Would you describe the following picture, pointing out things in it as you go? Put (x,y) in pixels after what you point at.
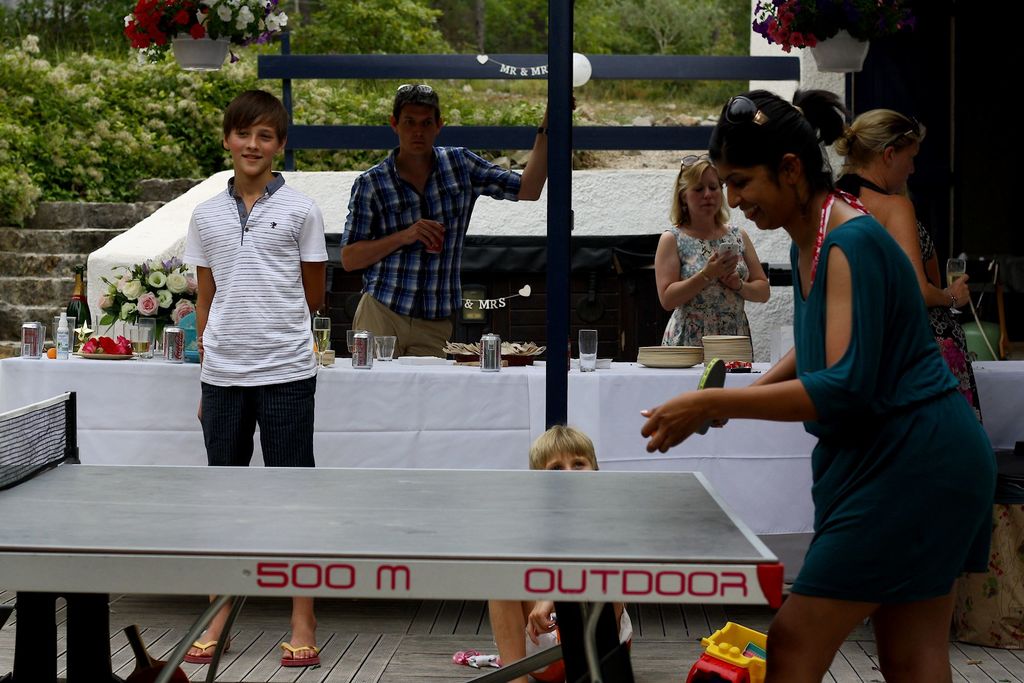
In this picture we can see two men (467,179) and three woman (916,275) standing and they are smiling and in front of them on table (7,364) we have tin (177,340), glasses (136,338), plate (83,359), vase (164,324) with flowers (155,310) and in background (123,169) we can see steps (28,275), trees (146,101), wooden plank (442,78) and in front (835,249) woman (690,432) is playing table tennis.
